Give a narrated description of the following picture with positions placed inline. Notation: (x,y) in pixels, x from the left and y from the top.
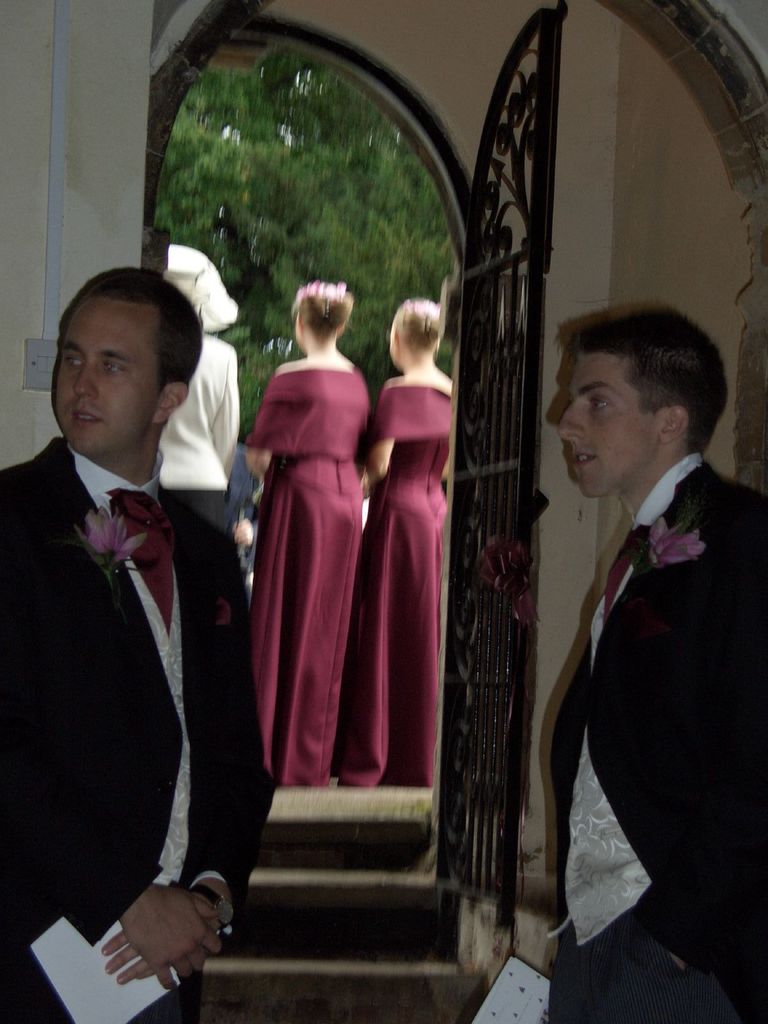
In this image I can see two persons (166,625) wearing cream, black and red colored dresses (182,719) are standing and I can see pink colored flowers (676,553) to their dresses (234,597). In the background (640,149) I can see the cream colored wall (592,237) and black colored gate (487,766). I can see few persons (346,548) wearing pink, cream and black colored dresses (277,458) are standing and few trees (291,197).
